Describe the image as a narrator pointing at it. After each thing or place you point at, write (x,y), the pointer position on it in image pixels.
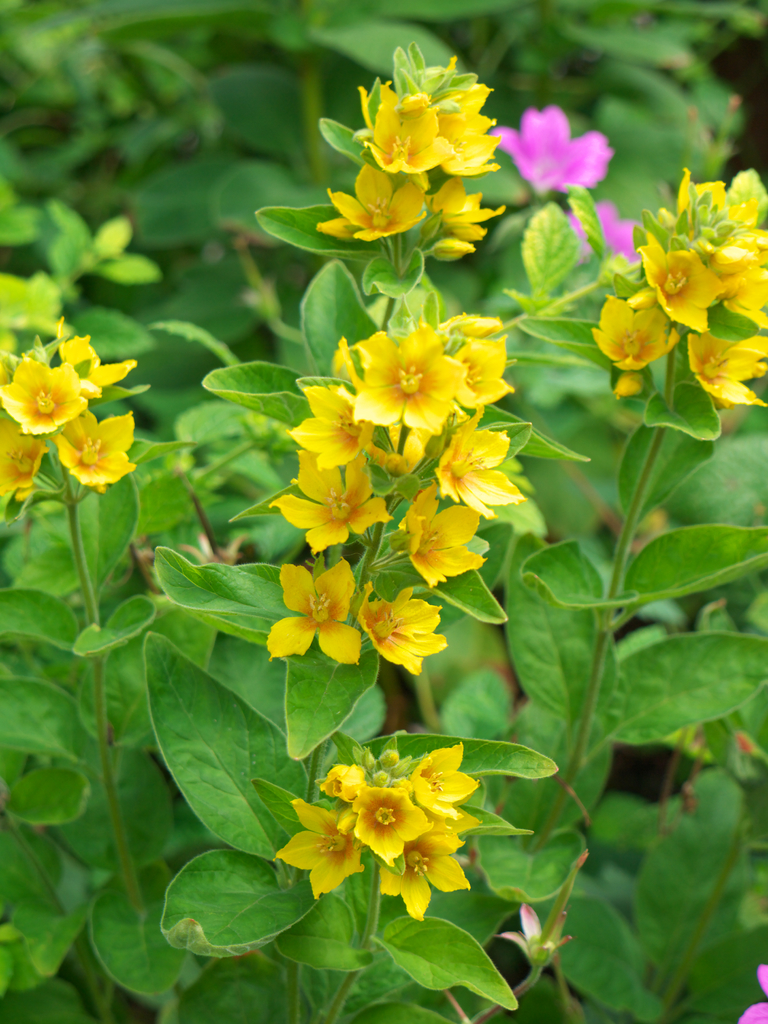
In this image, I can see the plants (280,729) with the flowers (442,398). These flowers (443,364) are yellow in color. I can see the leaves (242,761), which are green in color.
